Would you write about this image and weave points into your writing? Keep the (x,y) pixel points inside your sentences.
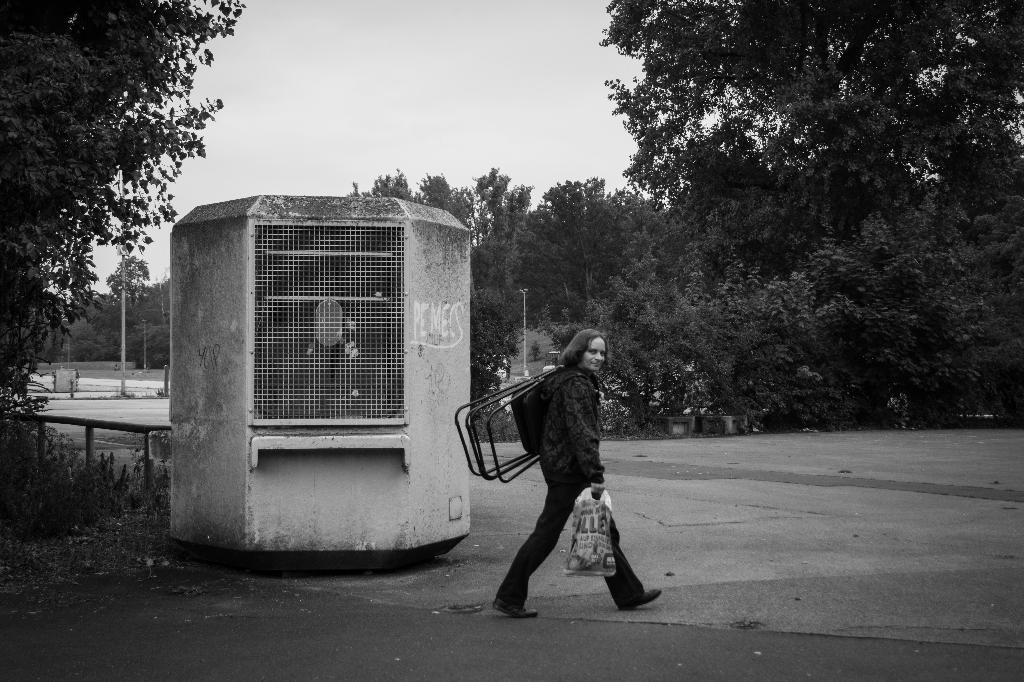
In this picture we can see a woman (569,468) wearing black coat (565,433), holding the chair (537,429) in the hand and walking on the road (650,525). Behind we can see the white grill tank (393,416). In the background (683,270) we can see some trees (723,290).
